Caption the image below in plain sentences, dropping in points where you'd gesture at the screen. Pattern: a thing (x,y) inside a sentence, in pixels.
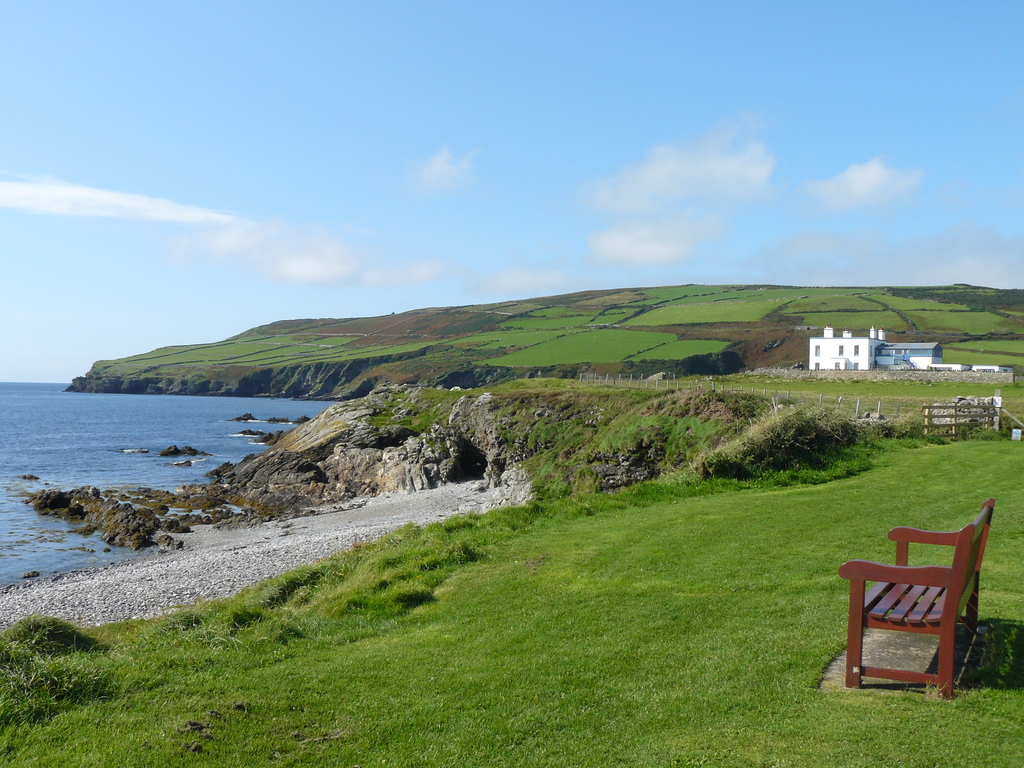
In this picture I can see a bench (976,629), there is a house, fence (1000,410), grass (1010,504), there is a hill (647,338), there is water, and in the background (710,150) there is the sky (732,123).
